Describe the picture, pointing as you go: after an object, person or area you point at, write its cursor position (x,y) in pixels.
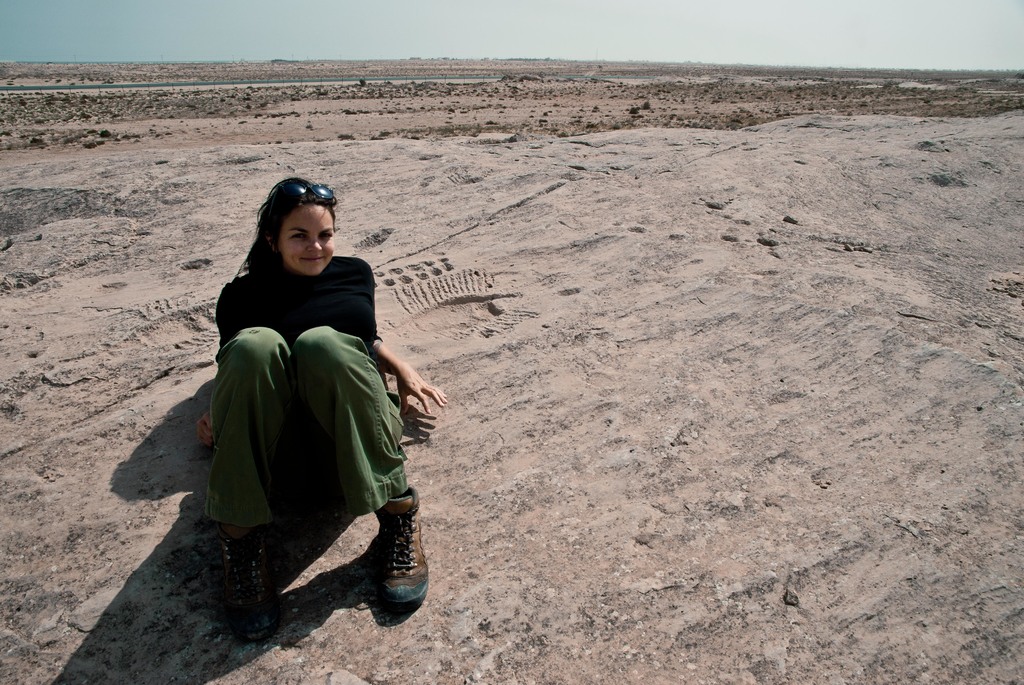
In this image we can see a lady (337,381) is sitting on the land (724,455). She is wearing black color top (312,324) with green pant (339,409) and boots (405,553).
